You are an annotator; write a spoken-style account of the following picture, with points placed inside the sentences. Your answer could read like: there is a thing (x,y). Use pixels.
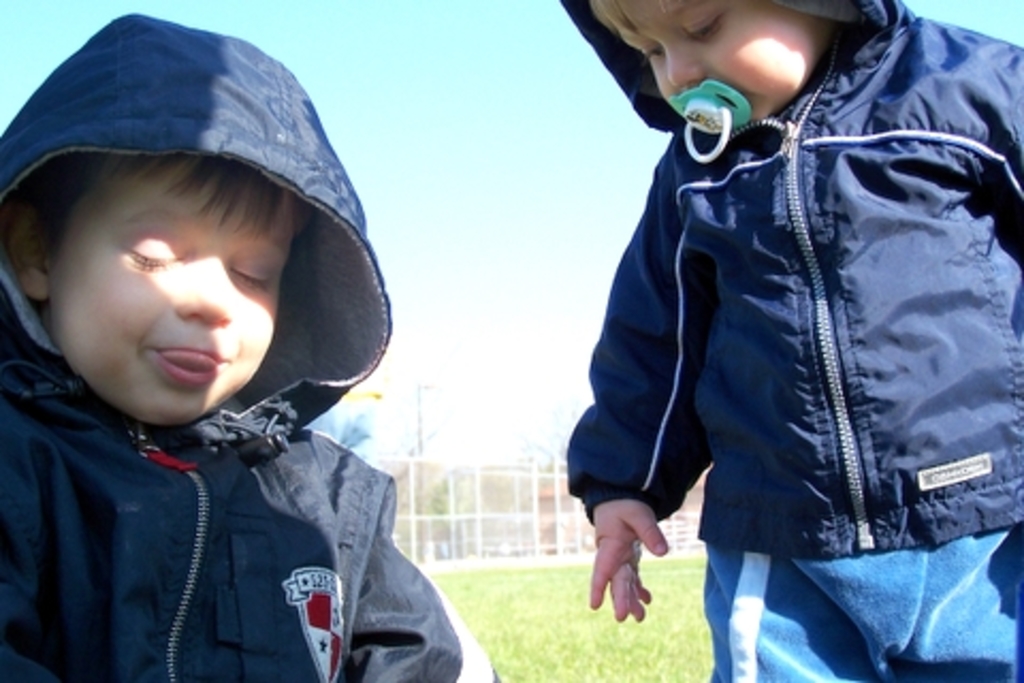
In this image I can see two persons (47,233). The person (603,515) at right (732,484) standing wearing blue jacket (737,470). Background (517,602) I can see grass (504,608) in green color, few poles (479,469) and the sky (552,209) is in blue and white color.
